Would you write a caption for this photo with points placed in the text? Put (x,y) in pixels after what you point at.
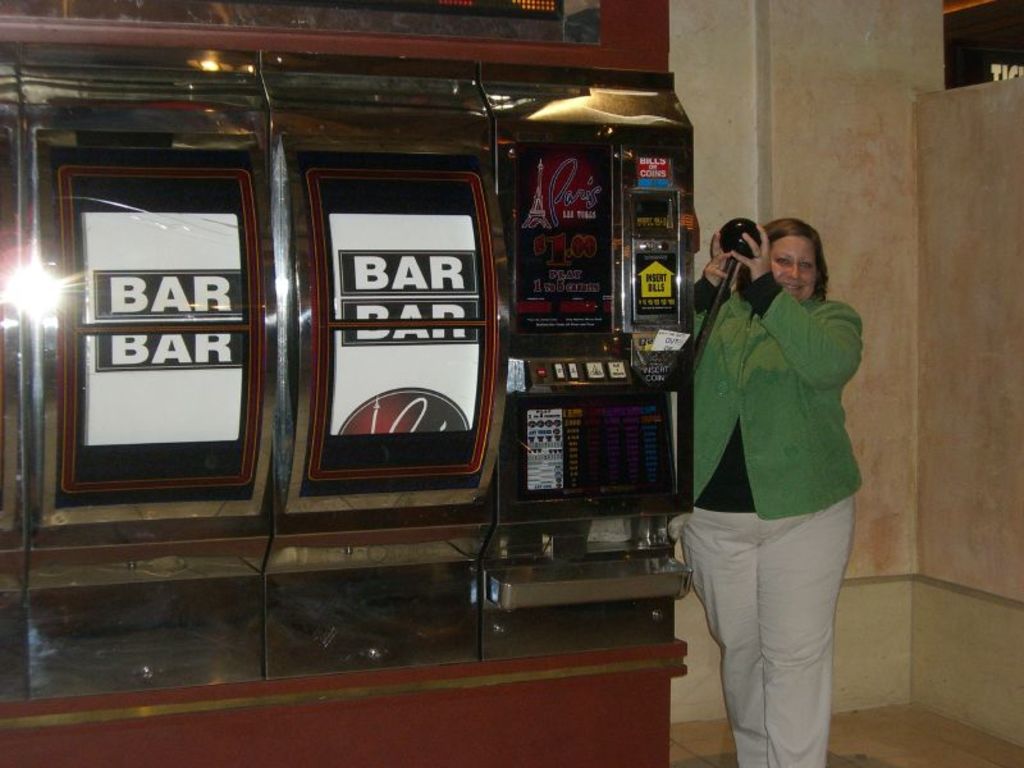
In this image I can see a woman (800,426) wearing black, green and white colored dress (778,459) is standing and holding a black colored object (744,251) in her hand (709,264). I can see a huge machine (524,243) which is black, brown and white in color. In the background (743,127) I can see the cream colored wall (833,162).
